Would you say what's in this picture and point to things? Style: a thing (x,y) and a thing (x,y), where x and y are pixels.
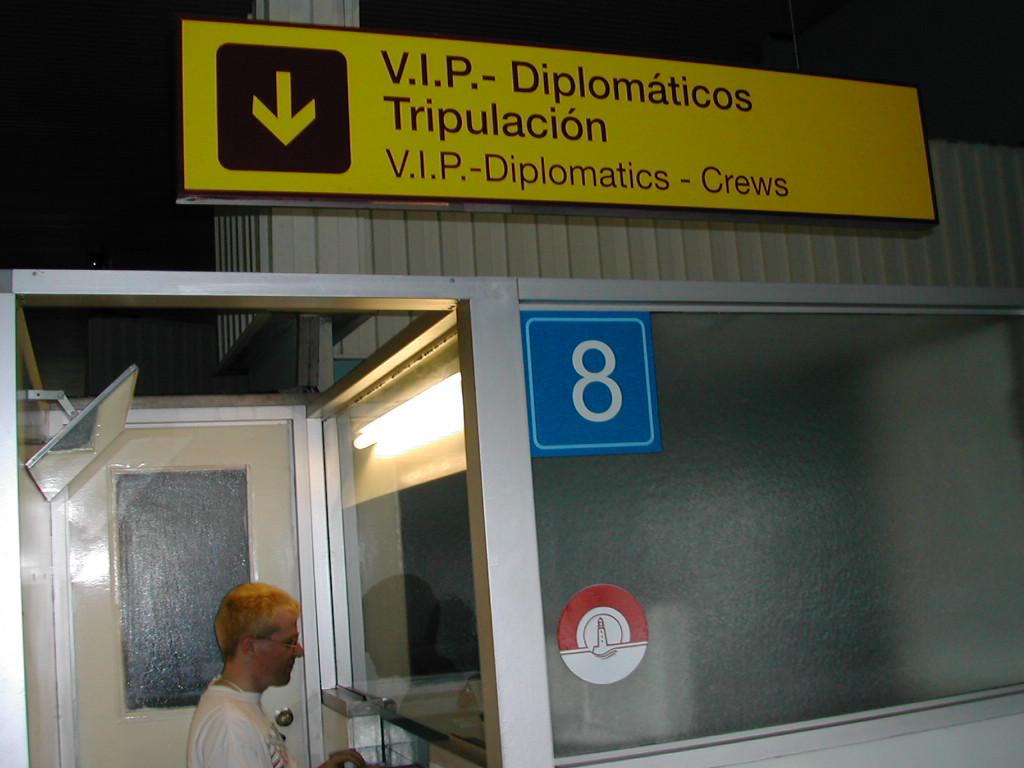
In this image I can see a yellow board (480,99) with something written on it. I can see a man (284,663) standing near the mirror (361,578). I can see a door (162,551).
